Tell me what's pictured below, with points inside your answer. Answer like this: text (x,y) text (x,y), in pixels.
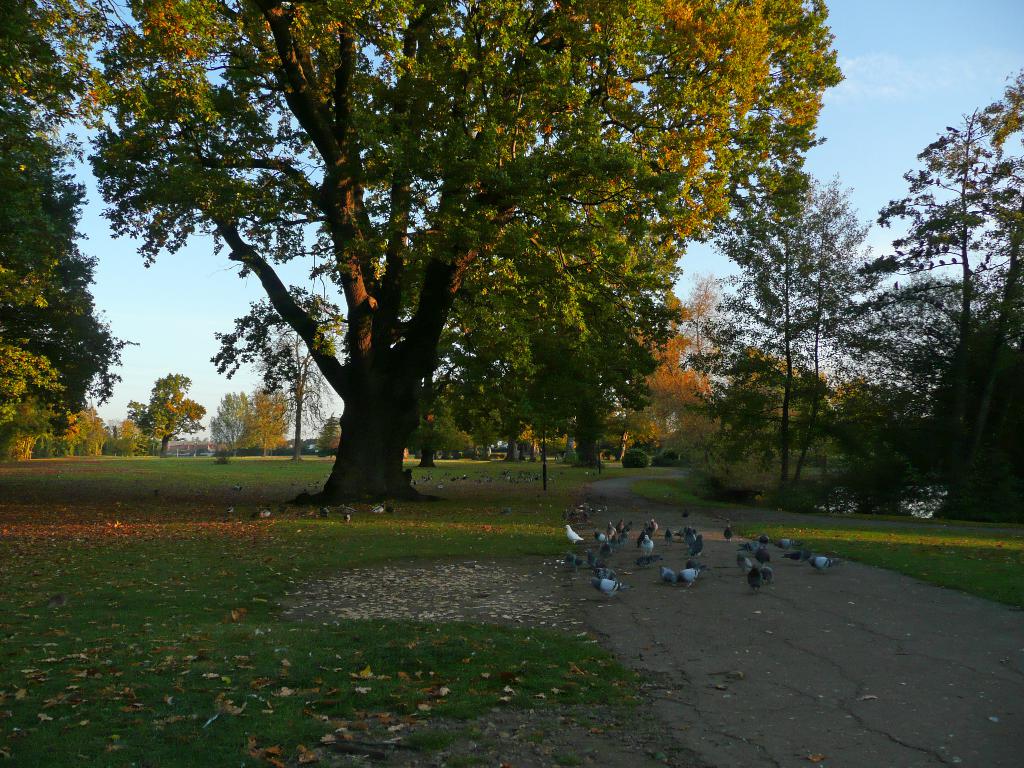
In this image, we can see green grass (538,497) on the ground (69,545), there are some trees (261,7), at the top (879,64) there is a blue color sky (884,113).
